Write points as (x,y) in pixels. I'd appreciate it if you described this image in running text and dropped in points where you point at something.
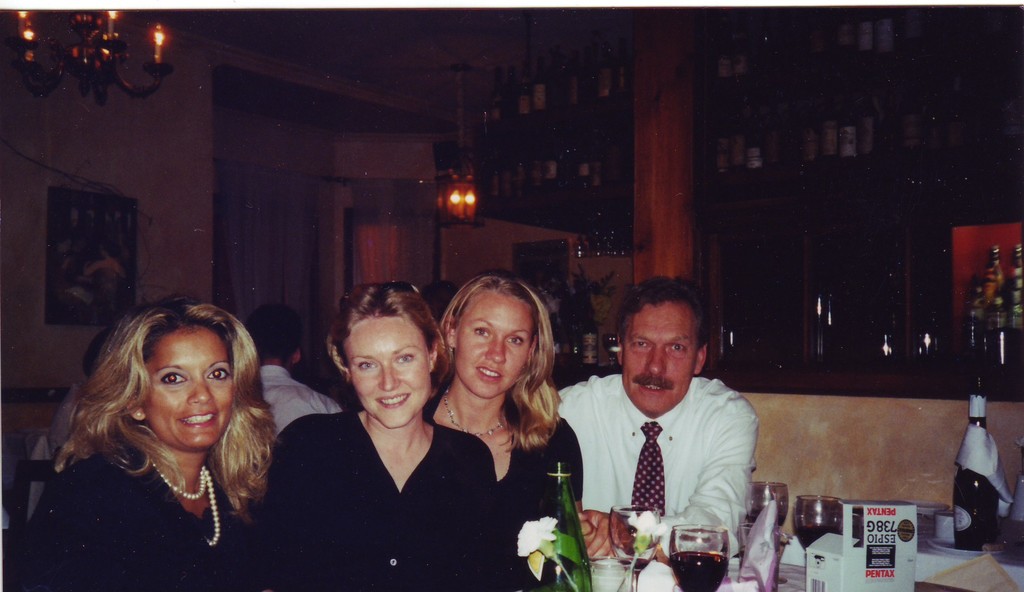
In this image there are group of people (502,437) posing for the picture. In front of them there is a table (960,556) on which there are glasses (806,520), glass bottle (570,549), flower vase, wine bottle (978,500), plates (929,545), cups (949,523) and tissue papers (954,567). In the background (835,148) there are wine bottles (521,77) kept in the racks (836,96). At the top (125,51) there is a chandelier (44,71). To the wall (97,170) there is a photo frame (71,194).
